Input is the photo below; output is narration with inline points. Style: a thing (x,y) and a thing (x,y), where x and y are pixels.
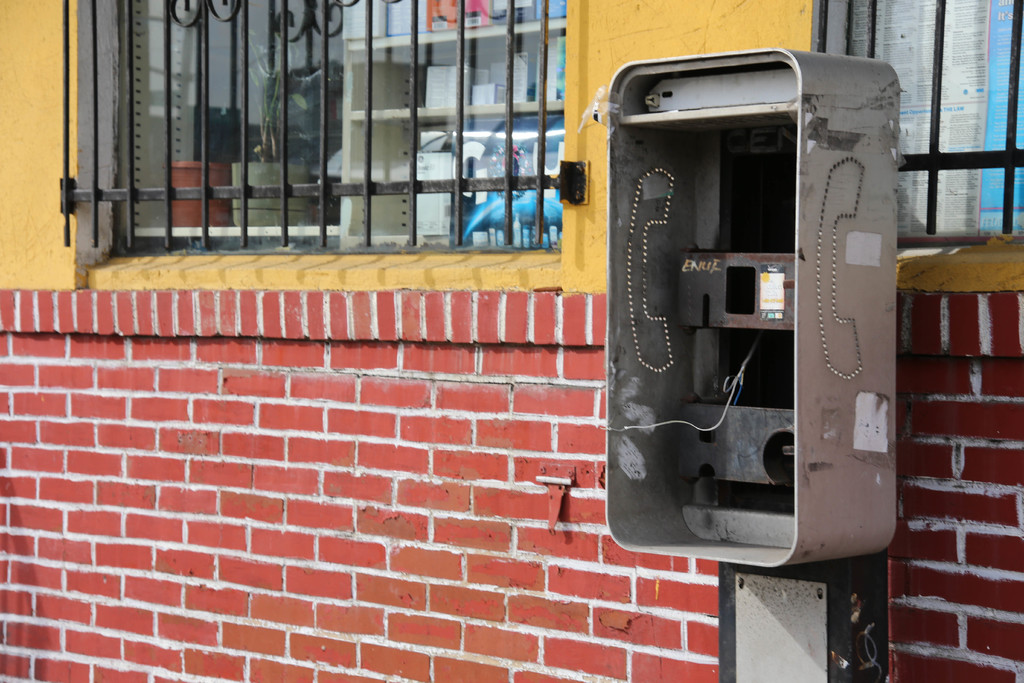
This picture seems to be clicked outside. On the right (750,194) there is a metal object (873,489) attached to the wall (343,341) of a house (566,145) and we can see the windows (184,95) and through the window (374,88) we can see there are some objects (430,88) placed in the cabinets (407,203).
